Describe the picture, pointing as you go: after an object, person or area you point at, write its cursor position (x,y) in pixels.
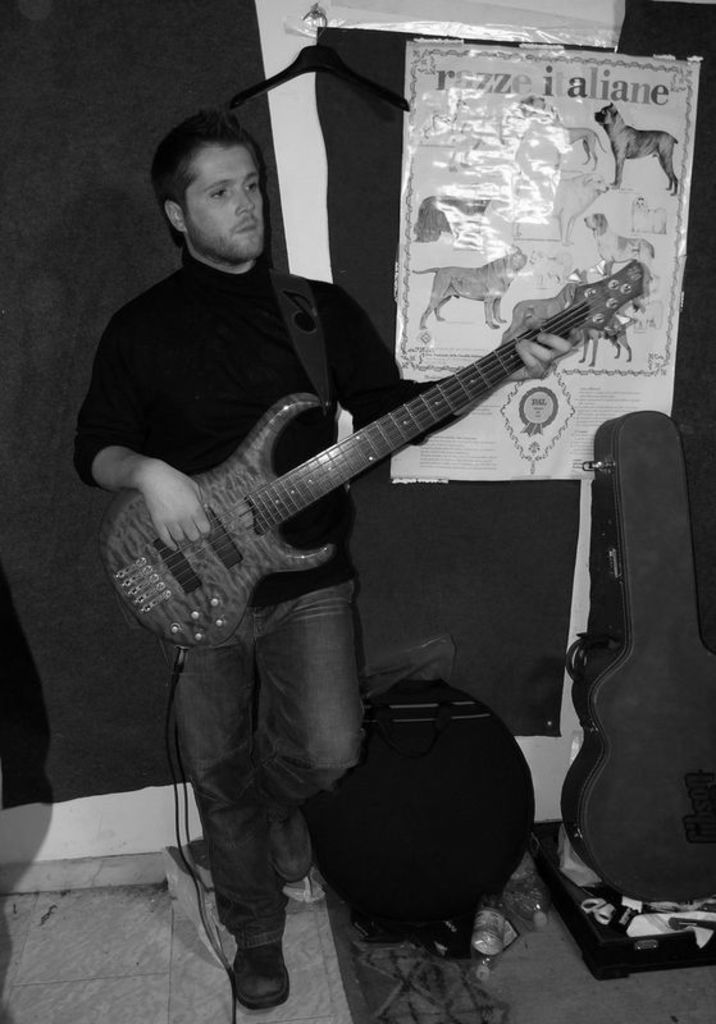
The photo is taken inside a room (286,103). A man (268,396) is playing guitar (200,478). He is wearing a black t-shirt (336,336). Behind him there is a hanger (319,65), there is curtain (354,143) on it there is a poster (500,155). Beside the man (157,331) there is bag (455,752) and few other things (586,930).
